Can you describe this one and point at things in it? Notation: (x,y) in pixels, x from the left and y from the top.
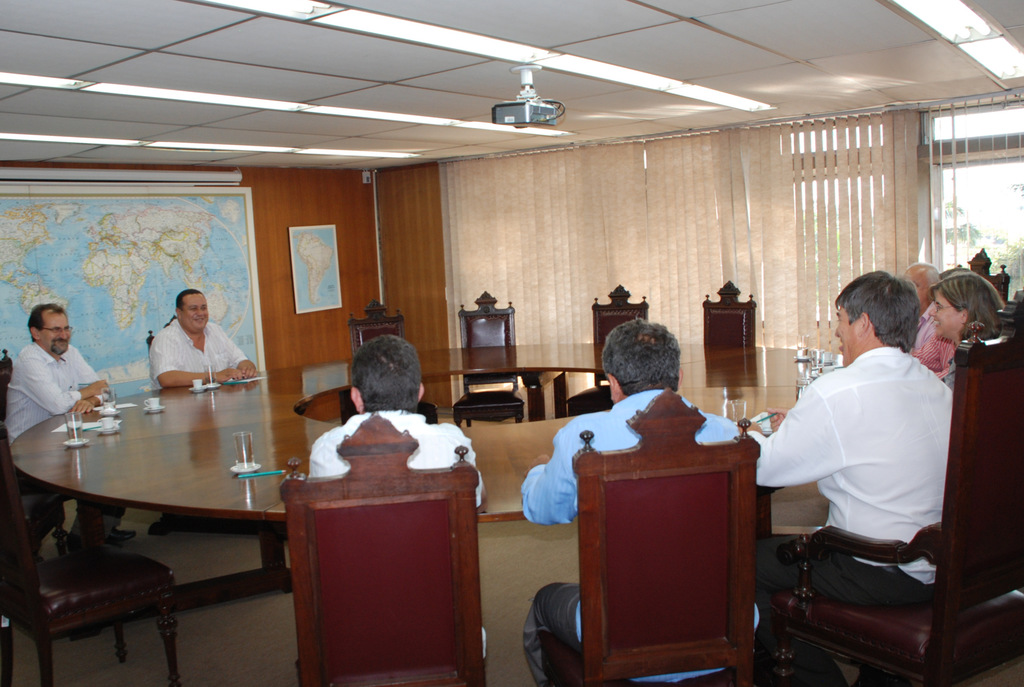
There are some people (163,363) sitting in the chairs (398,535), around a table (202,453) on which cups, glasses (70,423) were placed. Most of them were men (792,421). There is a woman (948,330) in the right side (949,328). In the background (714,273) there is a curtain (489,252) and a world map (173,253) attached to the walls (348,233).
